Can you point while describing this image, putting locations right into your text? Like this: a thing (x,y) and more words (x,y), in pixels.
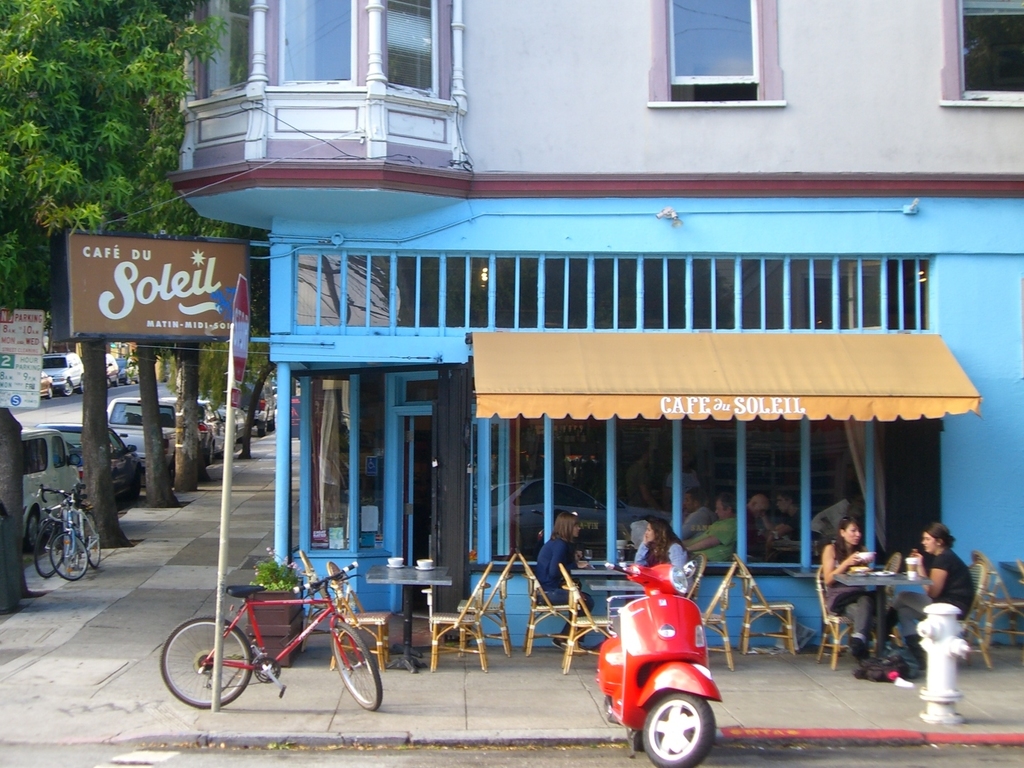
In this picture there is a blue color coffee shop (338,388). In the front (940,587) we can see some girls (951,600) sitting on the chair (836,641) and drinking coffee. In the front side (690,636) we can see the red color bike (657,679) and bicycle (353,697) standing at the pedestrian walk area (227,706). Beside there some trees (99,511) and cars (219,452) are parked in the lane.
